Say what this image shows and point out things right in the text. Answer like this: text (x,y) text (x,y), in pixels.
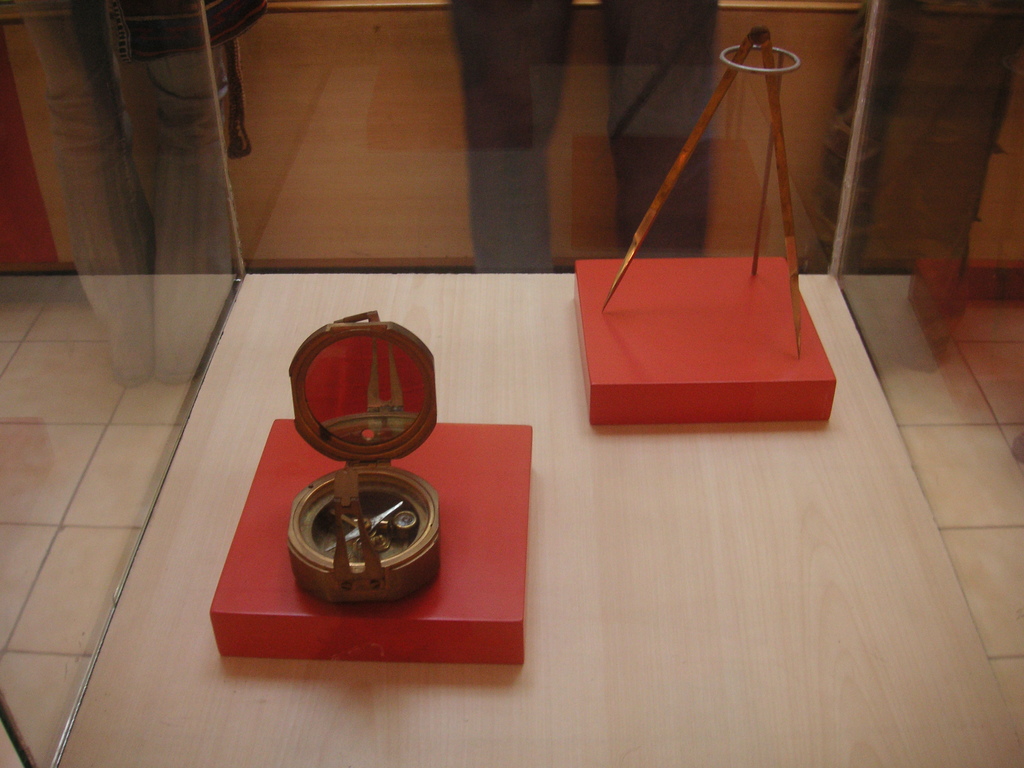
In the image we can see a glass box (237,242), in it there are objects (400,526), this is a floor (975,471). We can see there are even people (530,69) standing wearing clothes (502,154).
